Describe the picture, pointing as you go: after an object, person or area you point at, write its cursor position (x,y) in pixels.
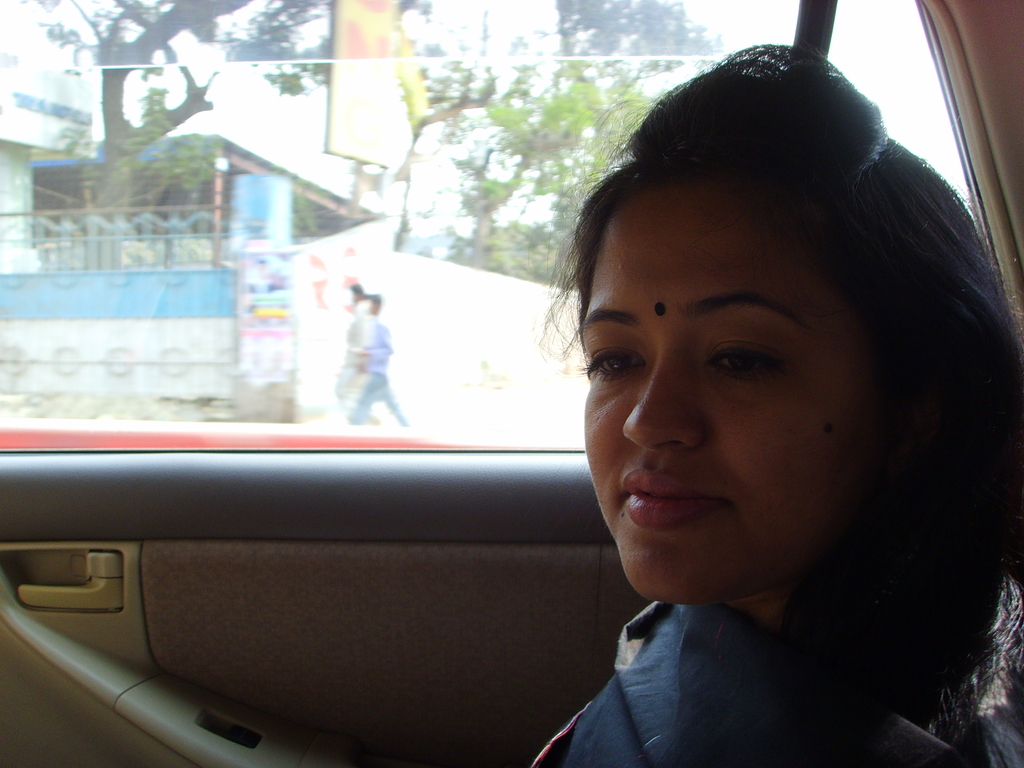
A woman (643,508) is posing to camera by sitting beside a window (248,440) in a car (599,525). Through window (350,438) we can see a gate (74,240) and some people (379,332).
